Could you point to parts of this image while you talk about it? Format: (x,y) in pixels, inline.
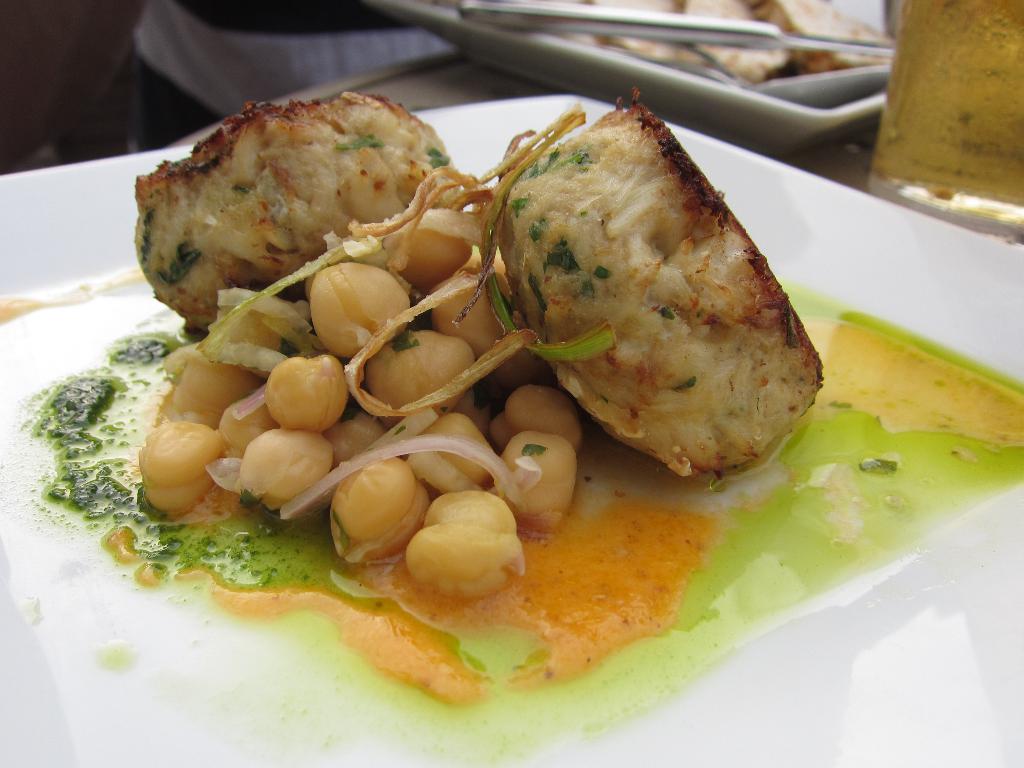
In this picture we can see a food item (434,540) which decorated on white plate (967,704), behind the plate (966,691) one more plate (428,9) is there and one person (304,28) is present.
